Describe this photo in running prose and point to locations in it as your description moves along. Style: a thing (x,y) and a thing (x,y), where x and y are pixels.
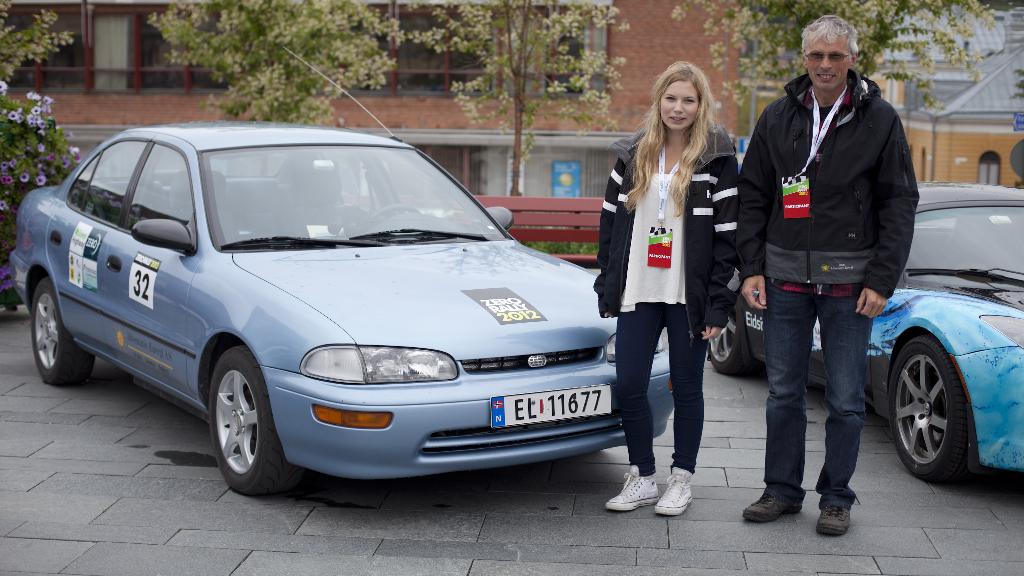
In this image I can see 2 people (699,346) standing. There are 2 cars (1011,229) behind them. There is a bench (555,208), trees (585,114) and buildings (969,104) at the back (575,135).
